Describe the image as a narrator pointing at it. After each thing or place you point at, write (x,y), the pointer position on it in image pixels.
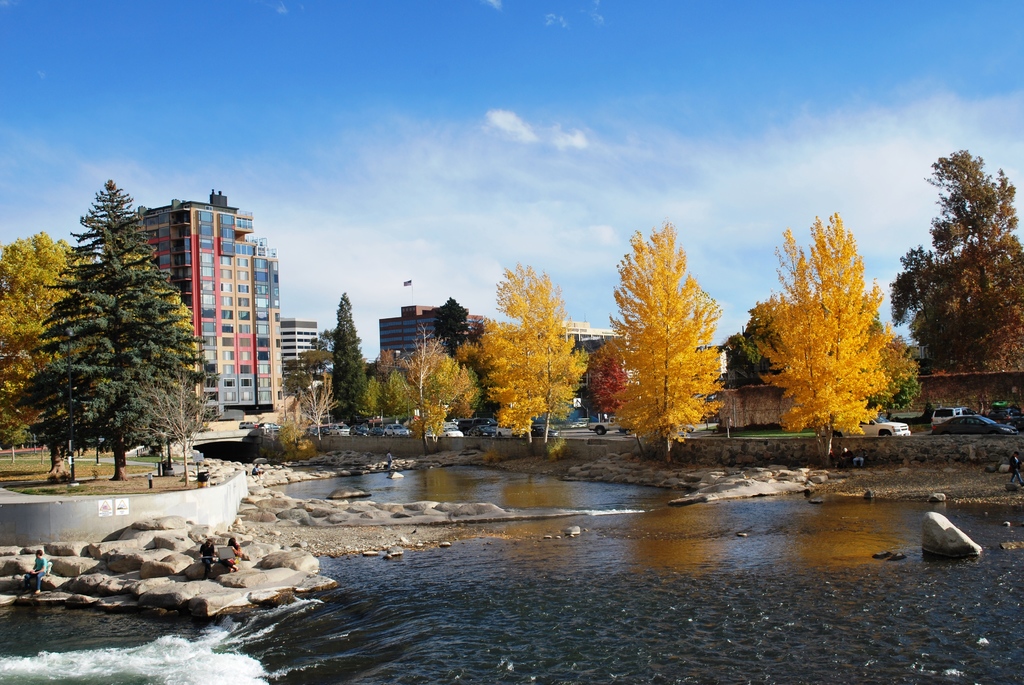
In this picture I can see buildings (428,342), trees (454,340), water (430,494) and rocks (196,575). On the right side (893,434) I can see vehicles (969,429). In the background (447,159) I can see the sky (462,153).
